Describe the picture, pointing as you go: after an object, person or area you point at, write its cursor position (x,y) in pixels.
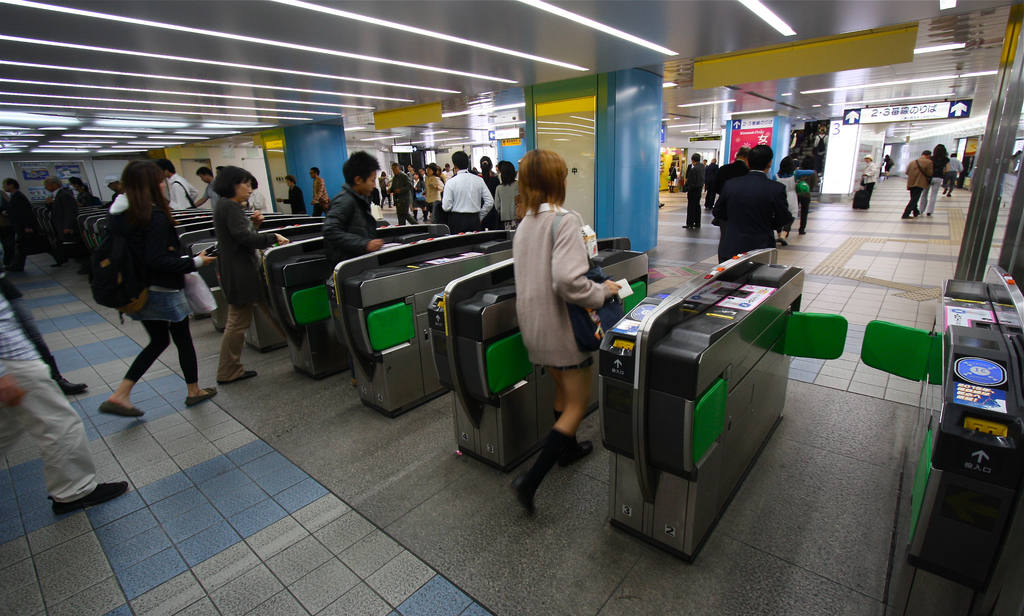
In this image we can see persons (535,165) standing on the floor (568,501), automatic entry gates (645,341), sign boards (911,118), name boards (879,122) and stores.
